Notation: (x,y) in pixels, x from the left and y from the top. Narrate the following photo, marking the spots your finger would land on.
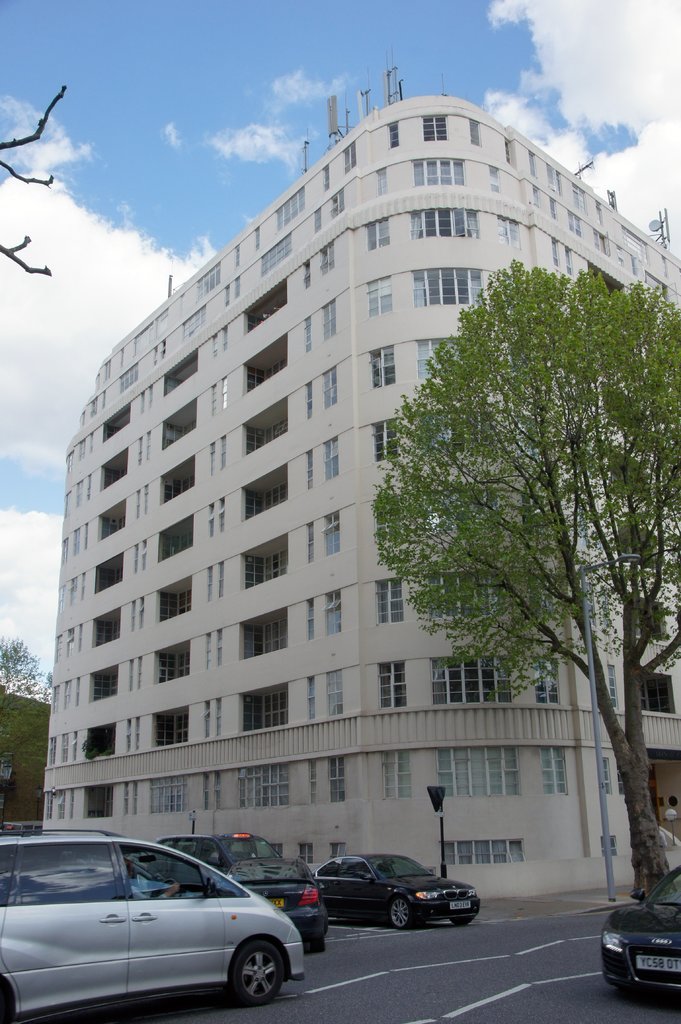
In this image I can see cars (452,906) on the road (429,934). There are poles (674,823) and a tree (635,372) on the right (571,536). There is a building (299,692) at the back (342,333) and there is sky (218,136) at the top (263,163).
